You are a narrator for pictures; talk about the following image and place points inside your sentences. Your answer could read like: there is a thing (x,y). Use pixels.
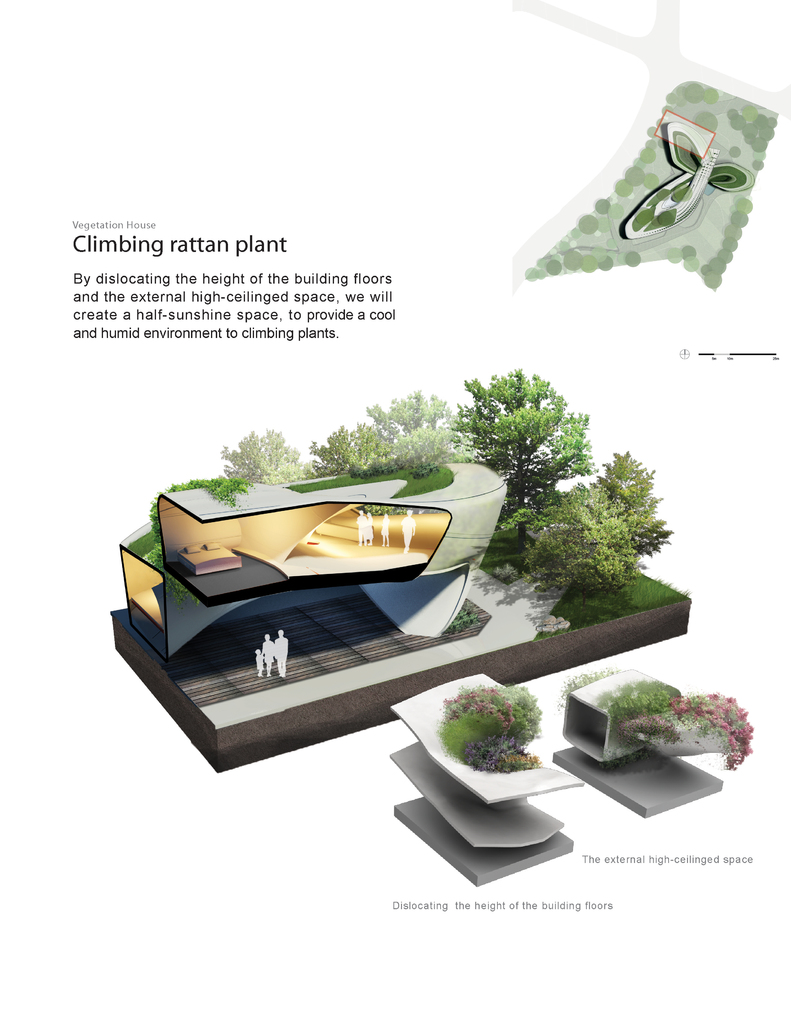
This is an animation in this image in the center (318,631) there is a building (433,515), trees (559,537), plants (642,722) and some objects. At the top (178,251) and bottom of the image (705,862) there is some text (577,904).
